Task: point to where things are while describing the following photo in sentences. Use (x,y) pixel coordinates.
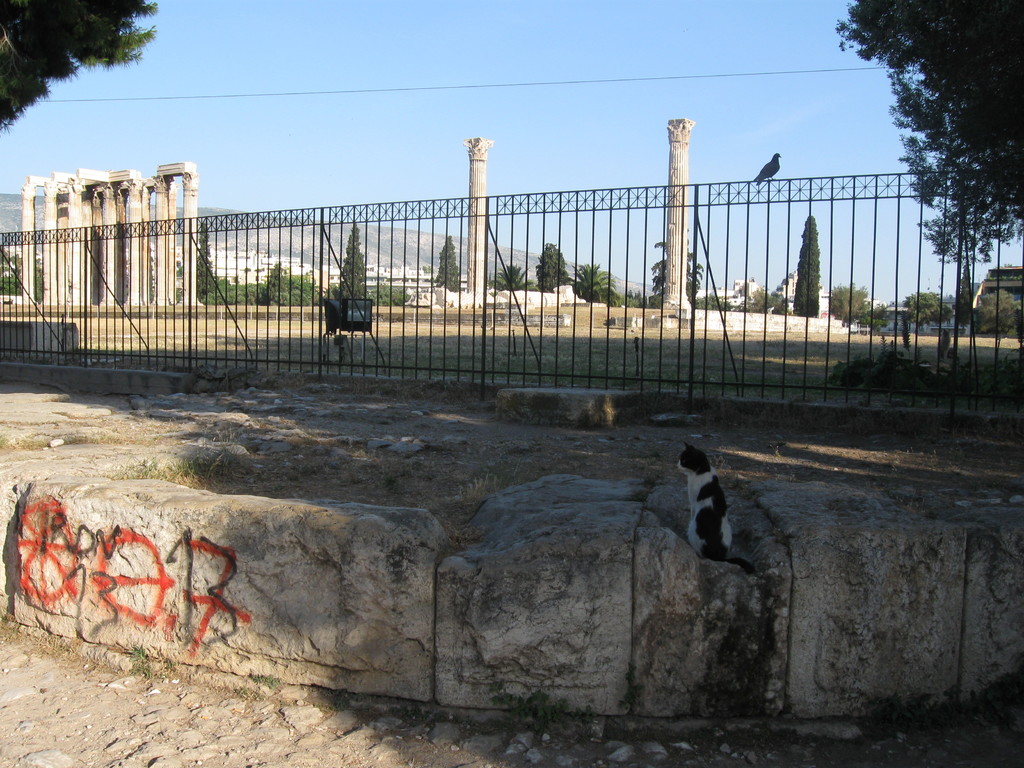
In this picture we can see a cat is seated on the rock (673,611), and we can see a bird (772,164) on the fence (462,201), in the background (412,256) we can find few trees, pillars (480,187) and hills (424,265).
